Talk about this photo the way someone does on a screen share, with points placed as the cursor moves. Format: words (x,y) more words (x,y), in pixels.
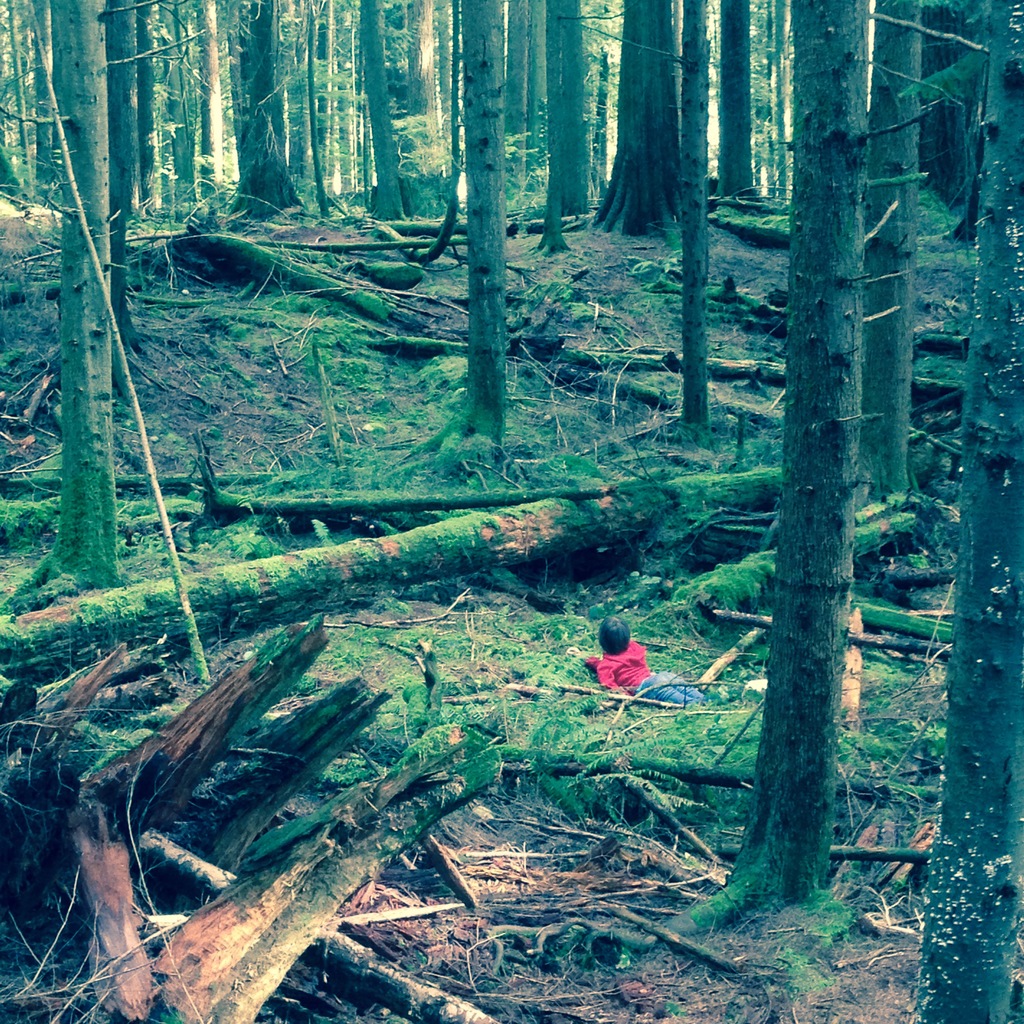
This picture is clicked outside. On the right (683,694) there is a person (609,665) lying on the ground (673,708) and we can see there are some objects (329,839) lying on the ground (405,667) and we can see the trunks (107,595) of the trees (821,470) and many other objects (361,309). In the background (405,125) we can see the trees (855,40).
